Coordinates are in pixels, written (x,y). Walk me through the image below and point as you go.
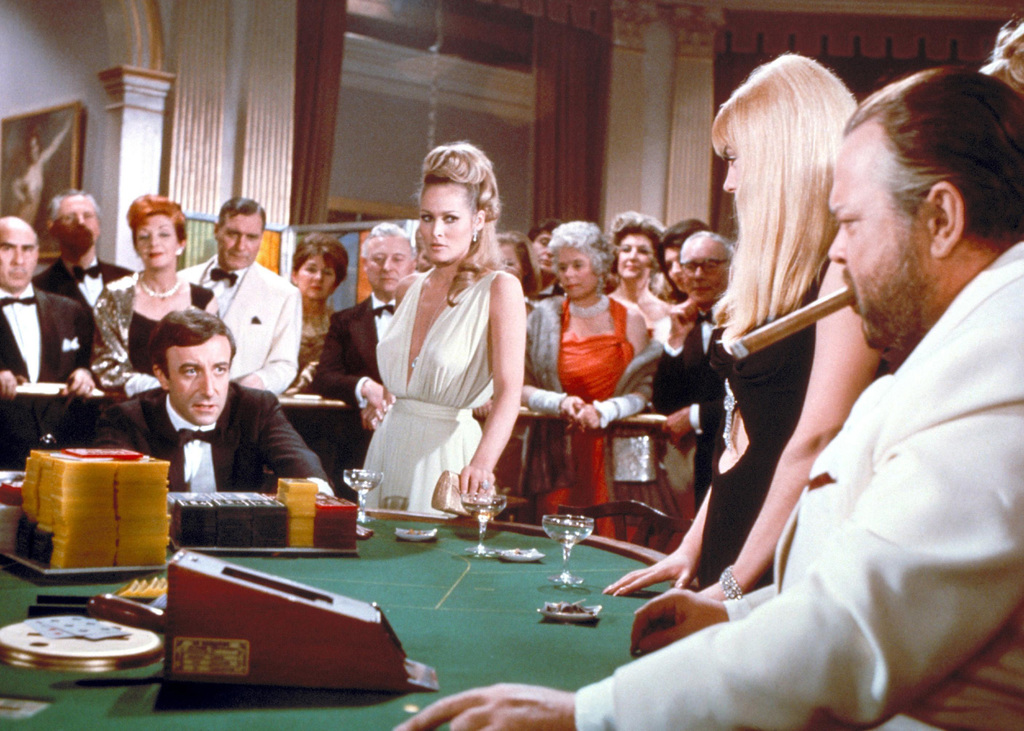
In this image I can see number of people (4,332) are standing and few people (185,317) are sitting. On this table (494,529) I can see few glasses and few more stuffs (137,537).
